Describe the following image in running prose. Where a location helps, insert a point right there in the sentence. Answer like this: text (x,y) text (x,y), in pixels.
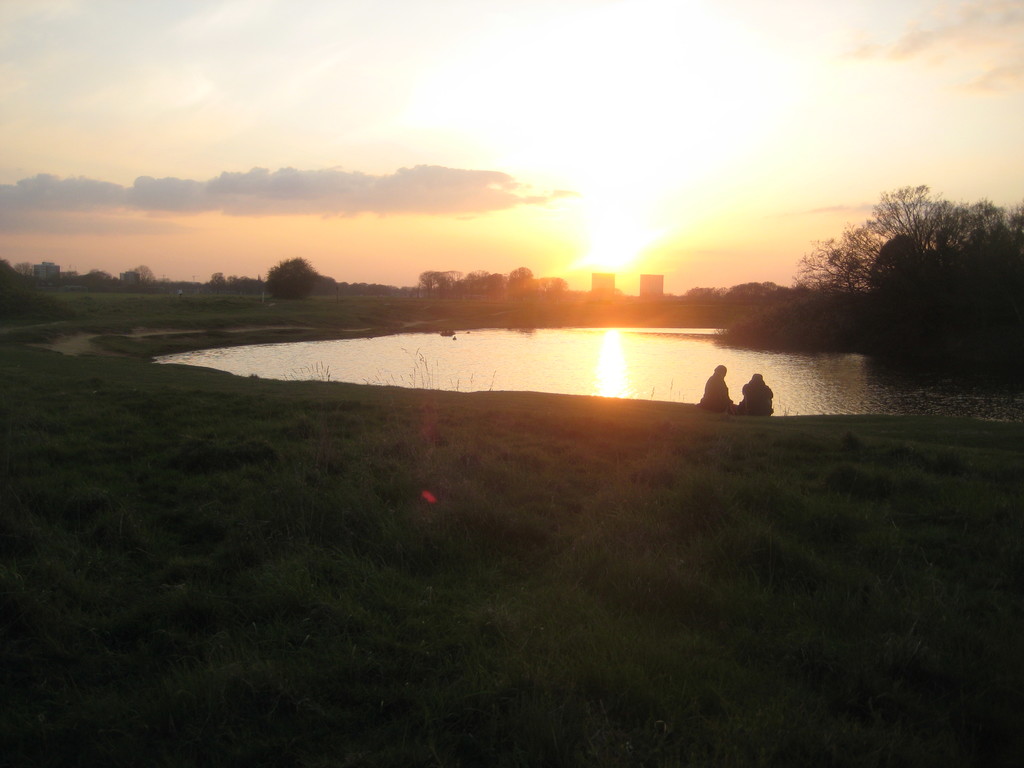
At the bottom of the image (380,645) there is grass (438,665). There are two people (773,397) sitting. There is water (566,345). In the background of the image (648,279) there are building (648,279). There are trees (515,289). There is sun (614,254). At the top of the image (568,131) there is sky (493,131) and clouds (36,189).
